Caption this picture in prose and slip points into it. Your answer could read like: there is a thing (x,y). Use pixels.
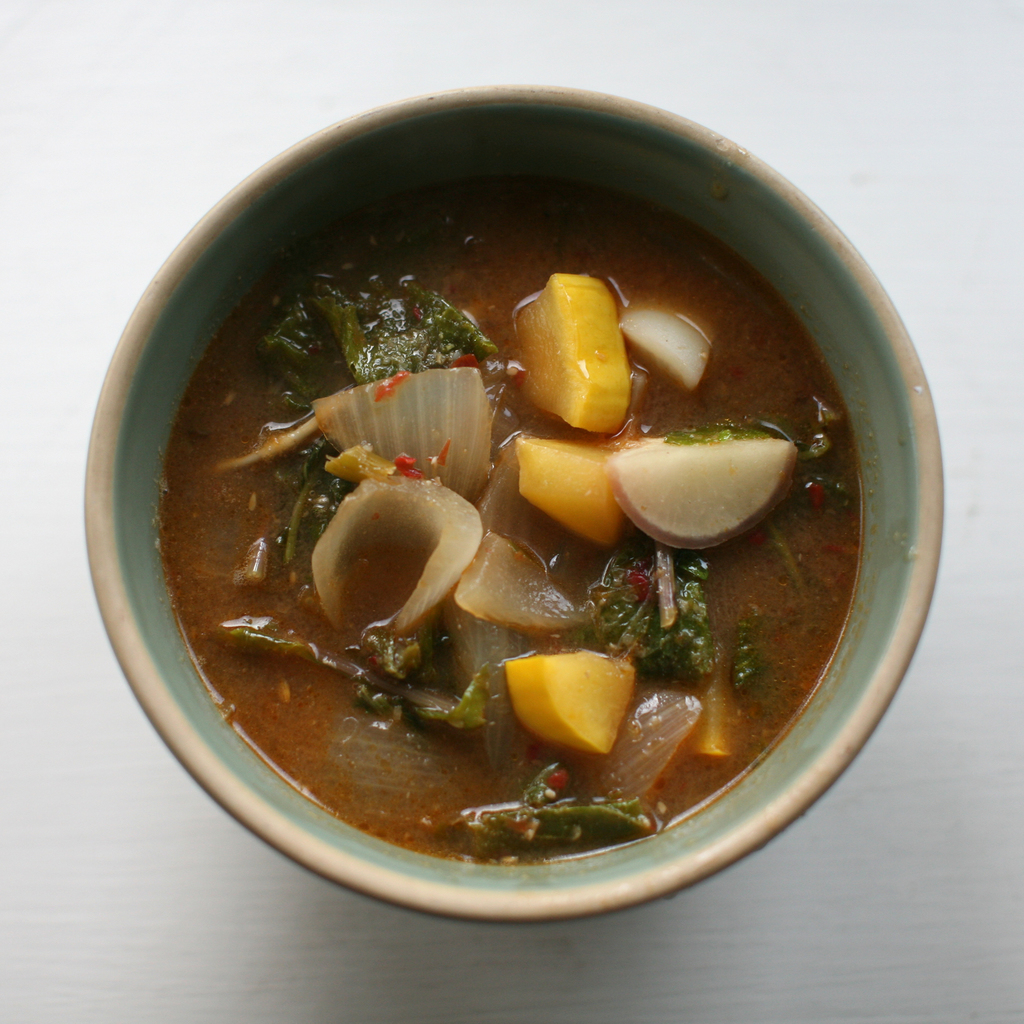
In this image, we can see a bowl (889,503) with food (589,545) is placed on the white surface (1,791).
